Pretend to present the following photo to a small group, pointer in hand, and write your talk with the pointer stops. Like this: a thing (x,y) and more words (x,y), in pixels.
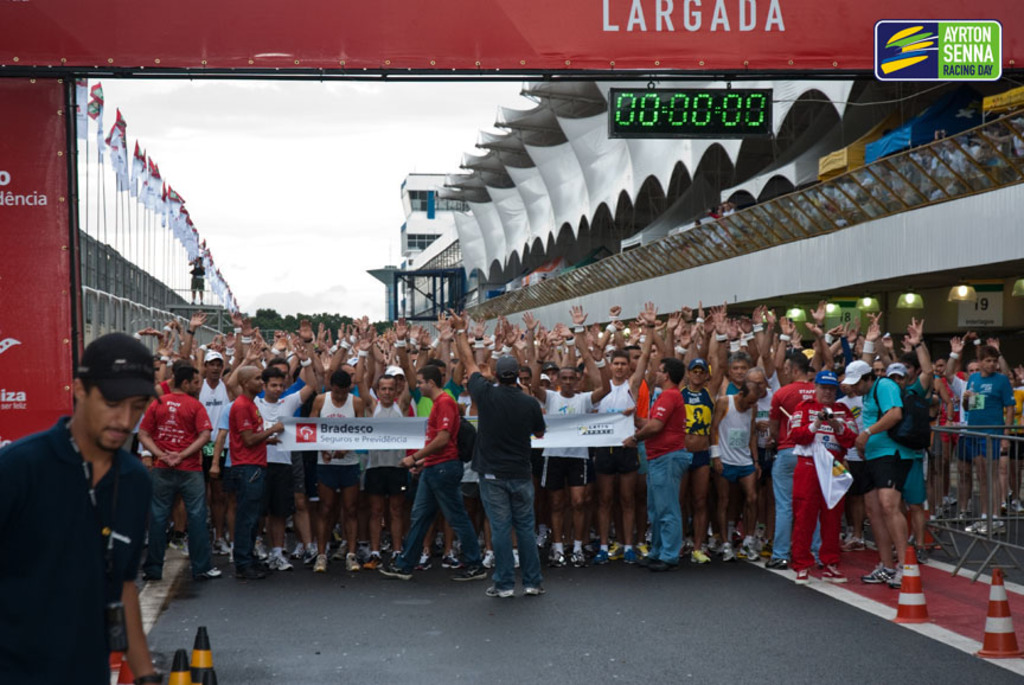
This is an outside view. Here I can see many people (404,384) are standing on the road (501,613) and raising their hands (594,352) up. In the front (391,437) I can see two men (668,423) are holding a banner (341,434) in hands (271,439). On the right side (972,538) I can see a metal stand (976,470) and also there is a building (700,224). On the left side (193,257) I can see few flags (192,250). On the left bottom of the image (56,565) I can see a man (90,523) wearing blue color t-shirt (52,456), cap (90,379) on the head (108,400) and looking at the downwards. On the top of the image (228,63) I can see a red color arch (191,35) to which a board (678,104) is hanging. In the background (324,130) I can see the sky (311,154).
